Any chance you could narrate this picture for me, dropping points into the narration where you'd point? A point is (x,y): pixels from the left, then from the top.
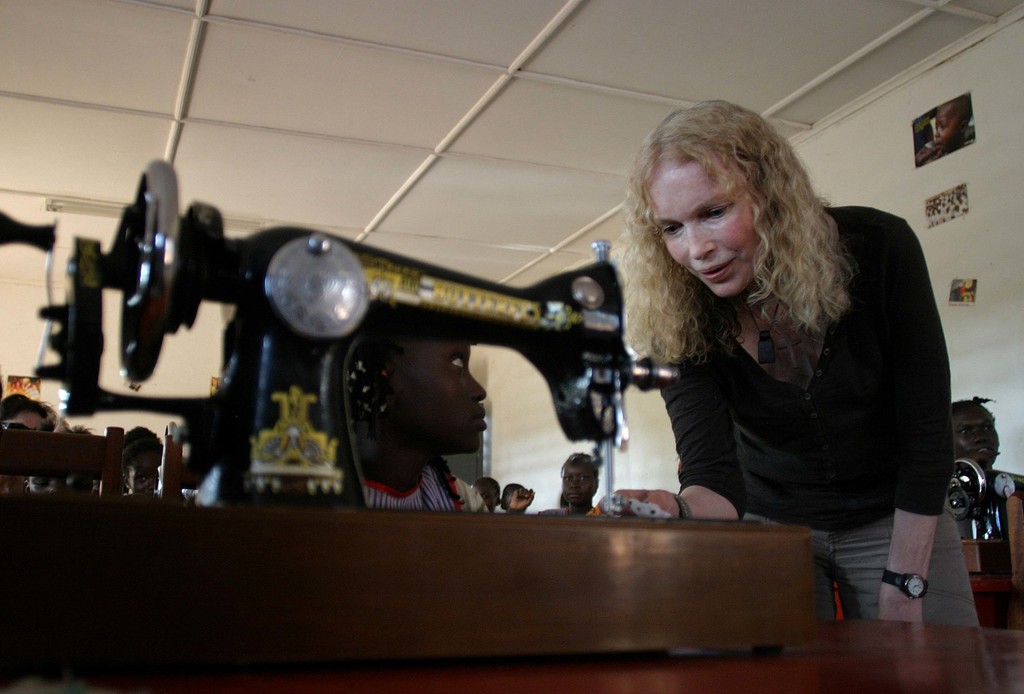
There one woman (740,356) standing and wearing a black color t shirt (795,397) on the right side of this image (713,401), and there is sewing machine (441,328) as we can see at the bottom of this image (411,606). There are some persons (479,427) in the background (465,441). We can see there is a wall (981,205) behind to these persons (392,402).
